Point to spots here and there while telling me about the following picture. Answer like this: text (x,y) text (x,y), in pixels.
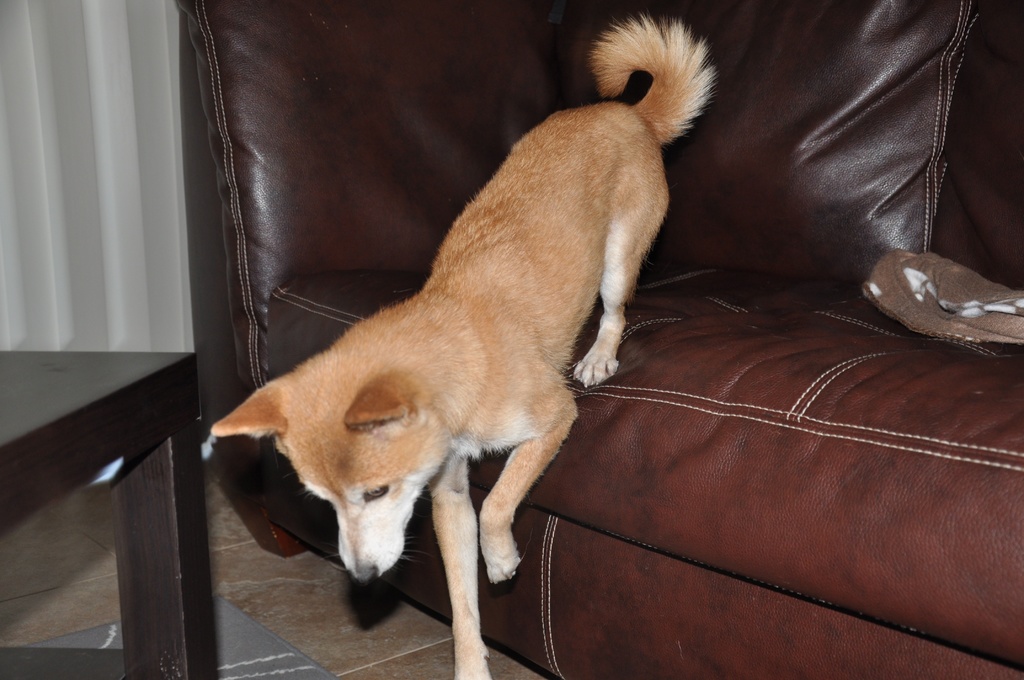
In this image we can see a dog (395,447) getting down from the sofa (323,508). We can see a table (138,378) and curtains (142,240).
